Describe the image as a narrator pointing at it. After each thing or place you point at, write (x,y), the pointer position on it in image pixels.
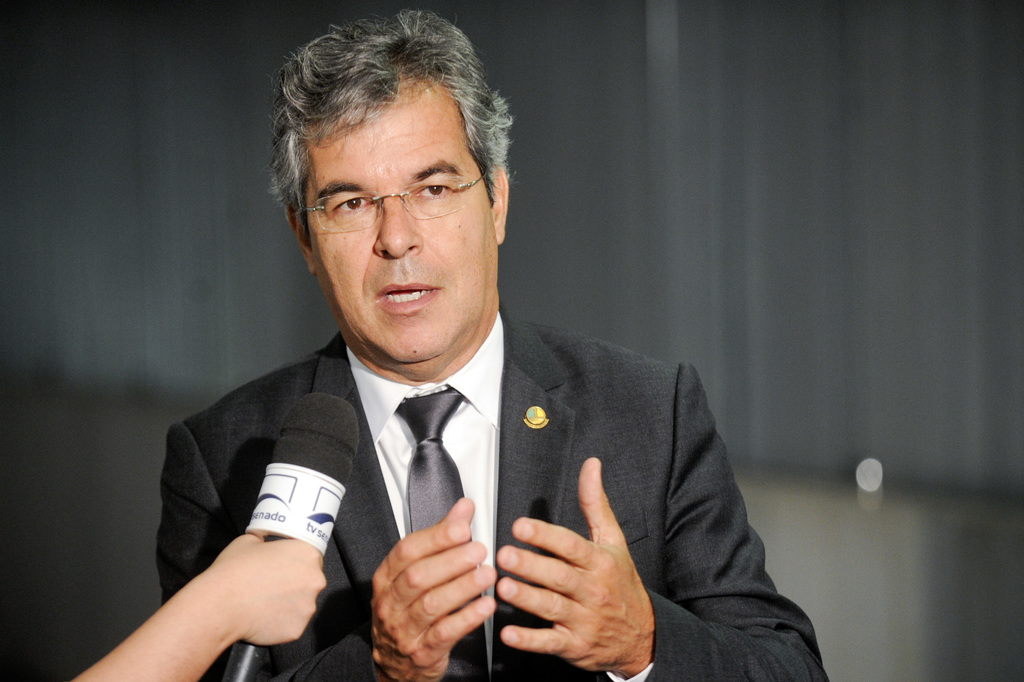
In this image we can see a person (506,555) speaking into a microphone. We can see a hand (232,620) of a person (174,633) at the bottom of the image (245,595). A person (247,574) is holding a microphone (312,535).
